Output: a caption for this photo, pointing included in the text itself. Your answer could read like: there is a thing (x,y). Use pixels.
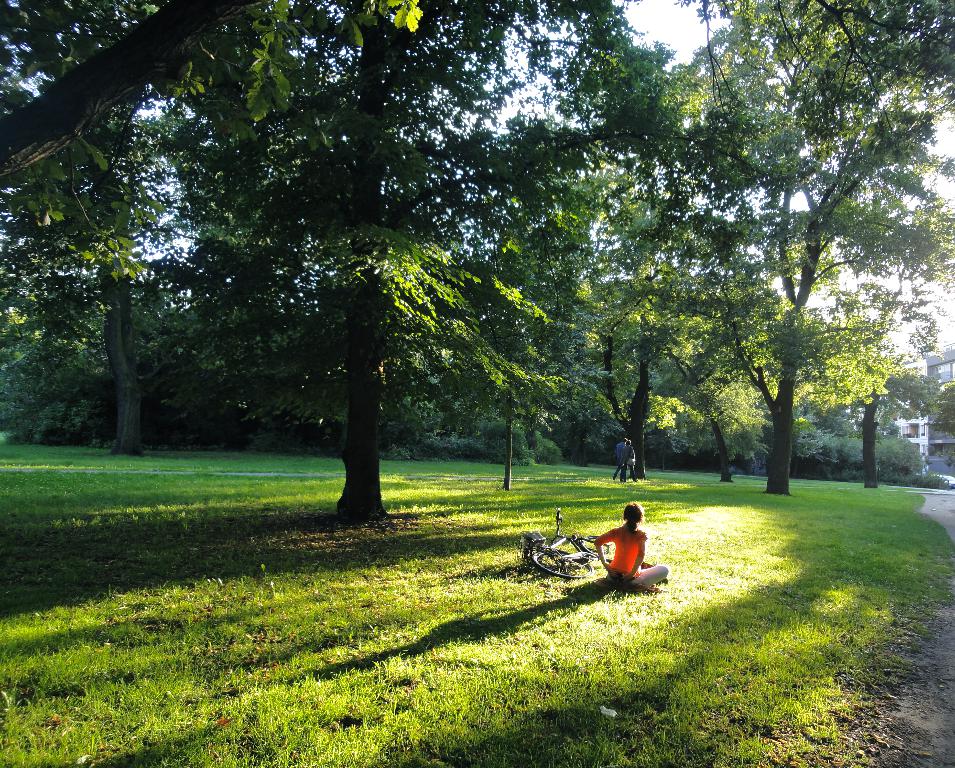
In this picture there are people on the right side of the image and there is a bicycle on the floor (488,559), on the grassland (846,570) and there are trees (868,339) and buildings (923,423) in the background area of the image (924,454).
